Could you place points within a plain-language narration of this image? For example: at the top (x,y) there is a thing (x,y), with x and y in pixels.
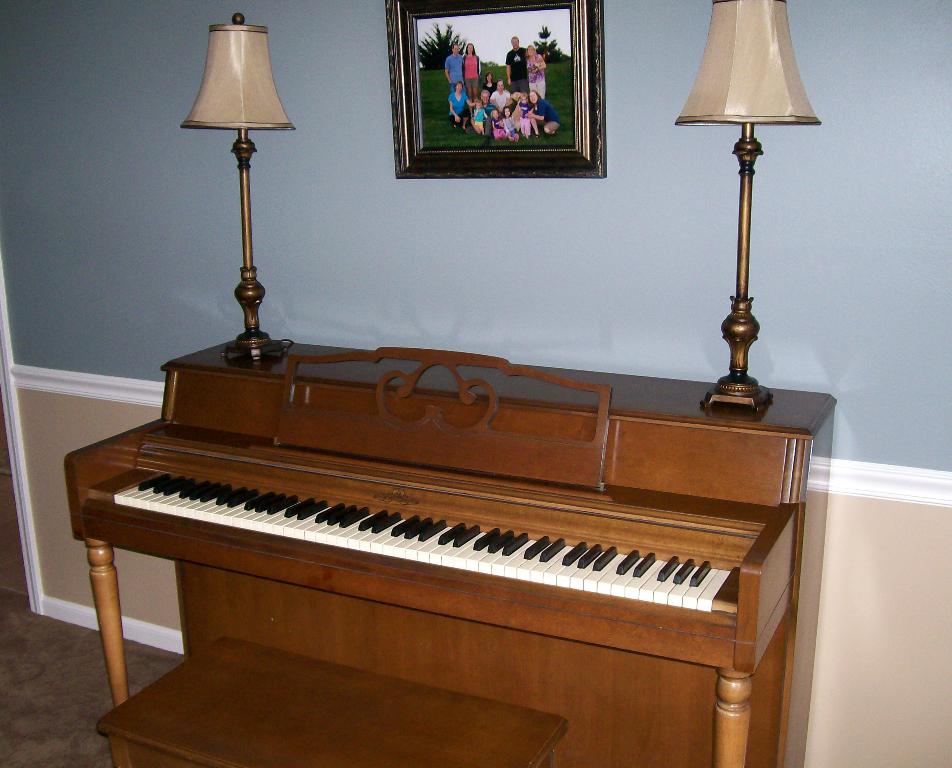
Here there is a piano (442,499) on it there are 2 lamps (732,339). On the wall (224,184) there is a photo frame (510,78).
